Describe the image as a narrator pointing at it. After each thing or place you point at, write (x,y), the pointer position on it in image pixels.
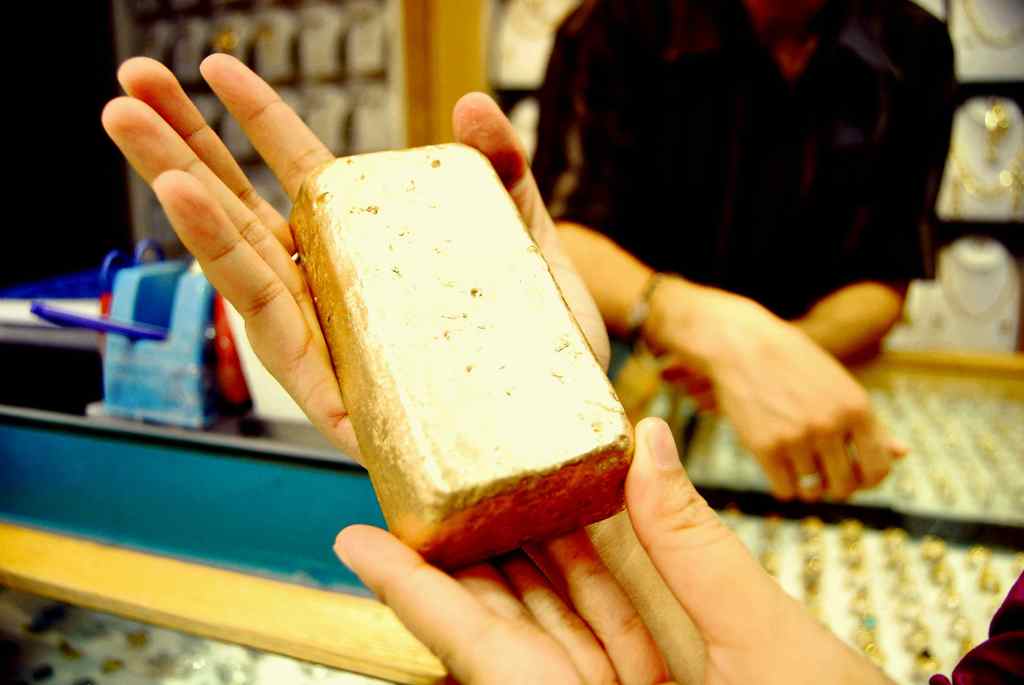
In this image there is a person (522,649) holding an object (470,403) in his hand (503,666). Behind there is a display table (800,506) having few objects (862,554) in it. Behind the table (857,590) there is a person (834,201). Background (984,259) there is a rack (983,1) having few objects (985,32) in it. Left side (164,351) few objects (37,291) are on the table (154,516).
